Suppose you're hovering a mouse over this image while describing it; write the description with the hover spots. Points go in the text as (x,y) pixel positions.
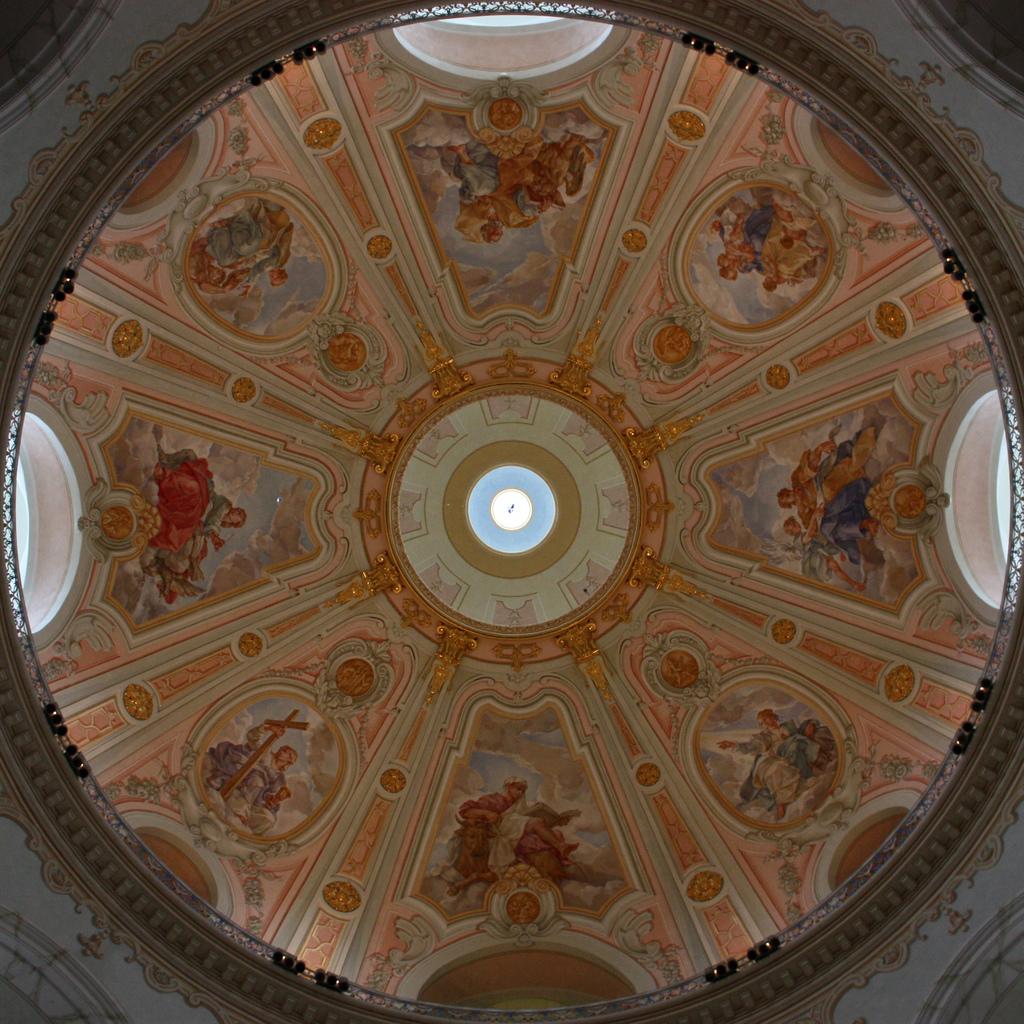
In this image we can see the roof part (553,309) of a building (443,323) and paintings (474,256).
